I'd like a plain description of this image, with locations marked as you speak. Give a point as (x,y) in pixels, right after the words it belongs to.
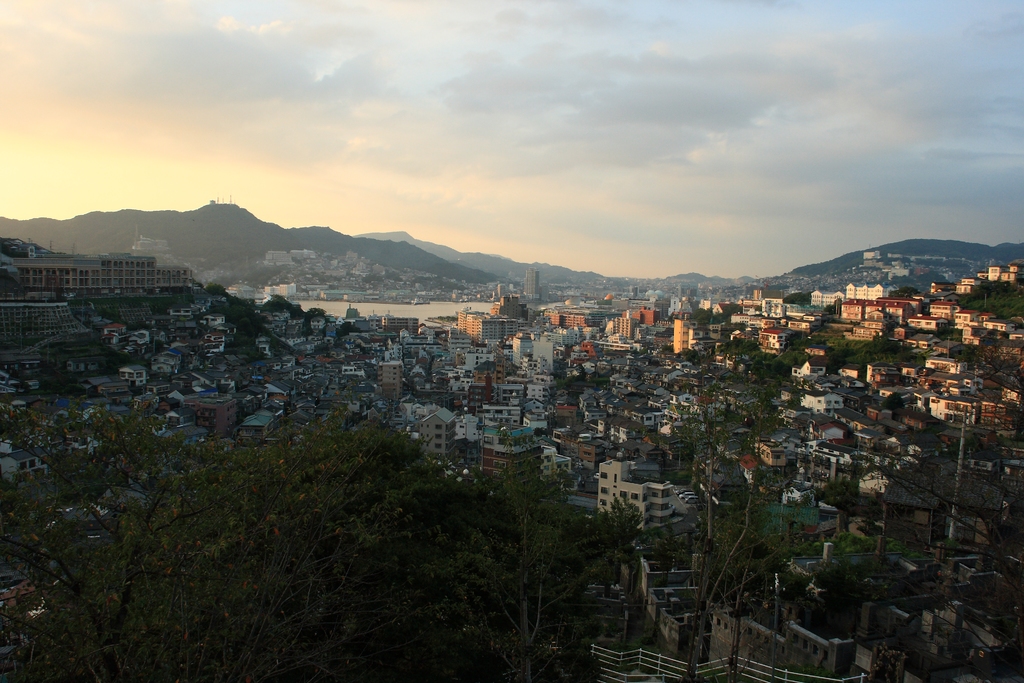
This image is an aerial view. In this image we can see many buildings (478,446) and trees (278,508). In the background (454,266) there are hills (323,244) and sky (491,201).
